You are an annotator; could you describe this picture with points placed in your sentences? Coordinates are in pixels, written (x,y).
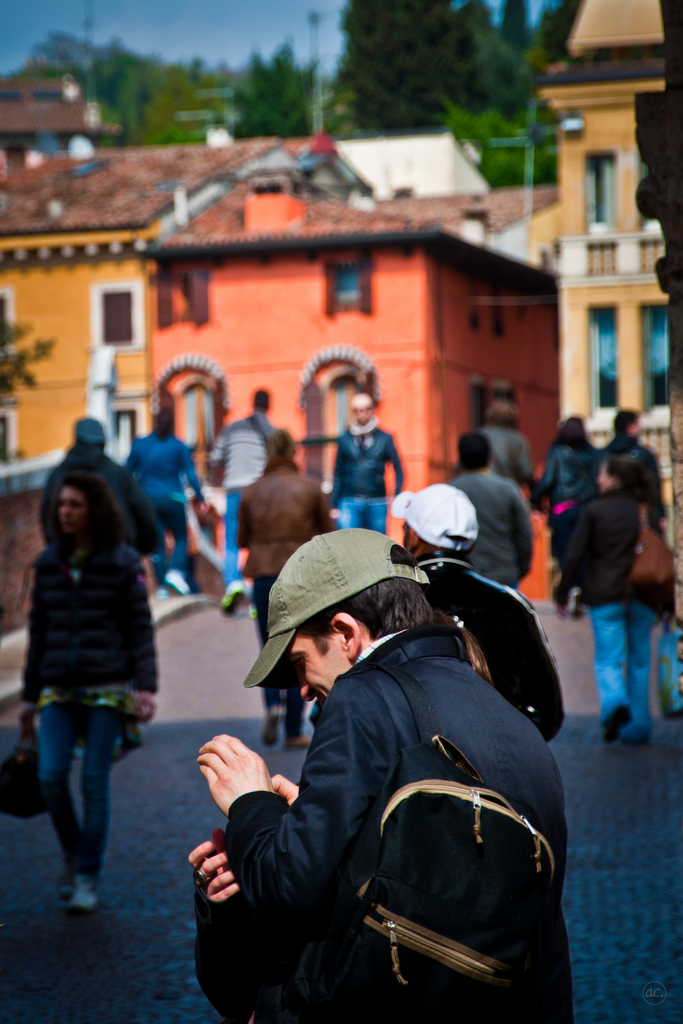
As we can see in the image there are few people (222,603) here and there walking, buildings (270,351), trees (379,115) and sky (267,39).
